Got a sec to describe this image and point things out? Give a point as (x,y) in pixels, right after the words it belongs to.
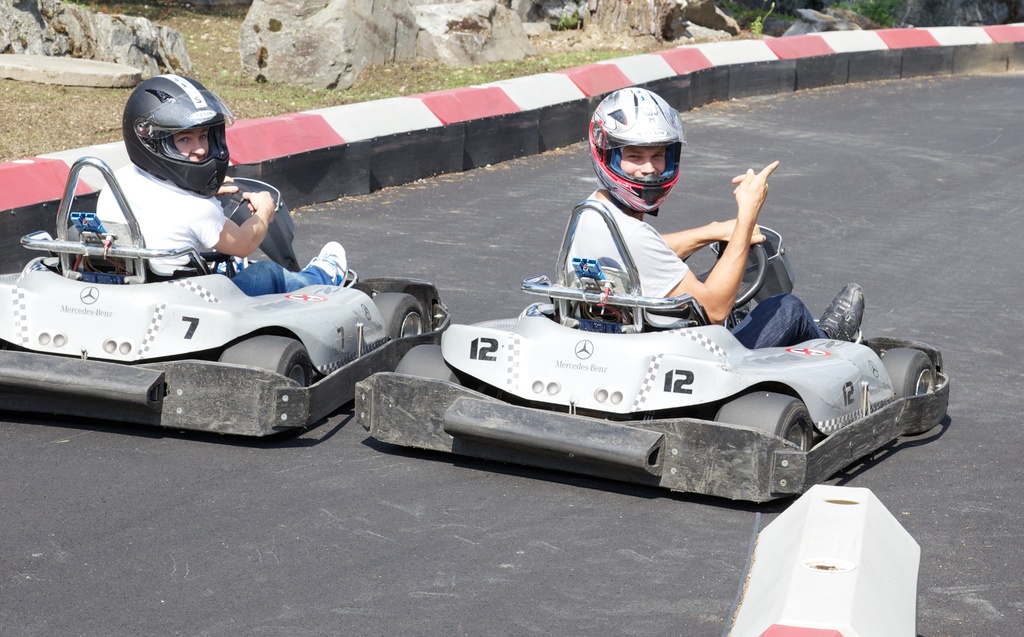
Here there are two persons (311,270) riding two vehicles (584,355) on the road (575,158). In the background (304,98) we can see stones (697,15) and grass (757,12). On the right (827,595) at the bottom (830,529) we can see a divider (805,598).
